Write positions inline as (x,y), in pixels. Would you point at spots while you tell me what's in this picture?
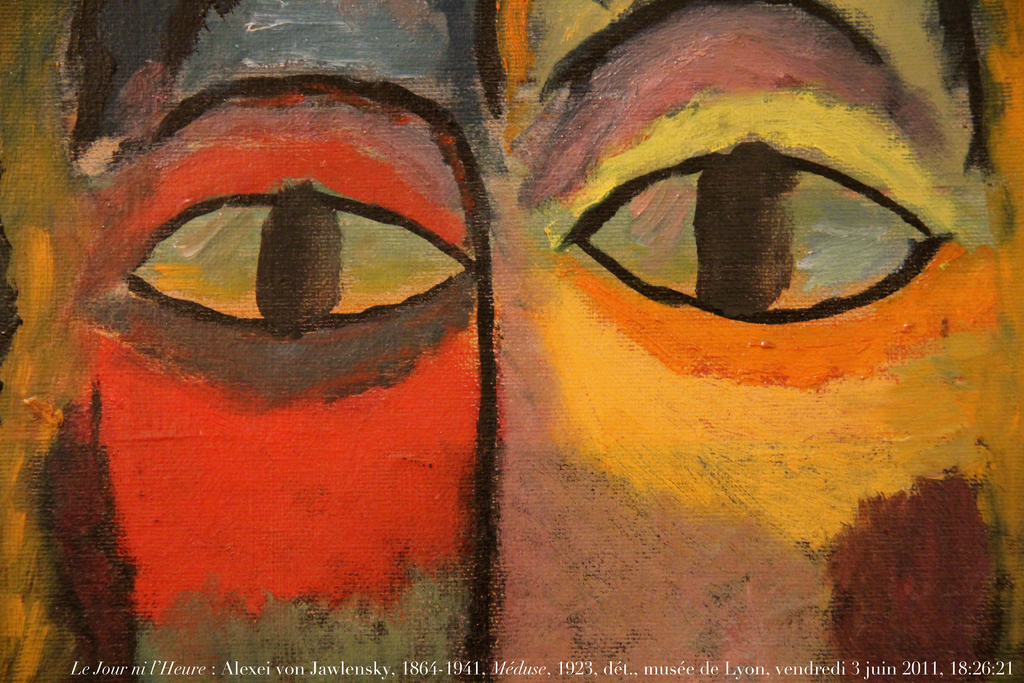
In this picture i can see a painting (411,284) of eyes (418,272) and bottom side of the image (487,663) i can see something written on it.
